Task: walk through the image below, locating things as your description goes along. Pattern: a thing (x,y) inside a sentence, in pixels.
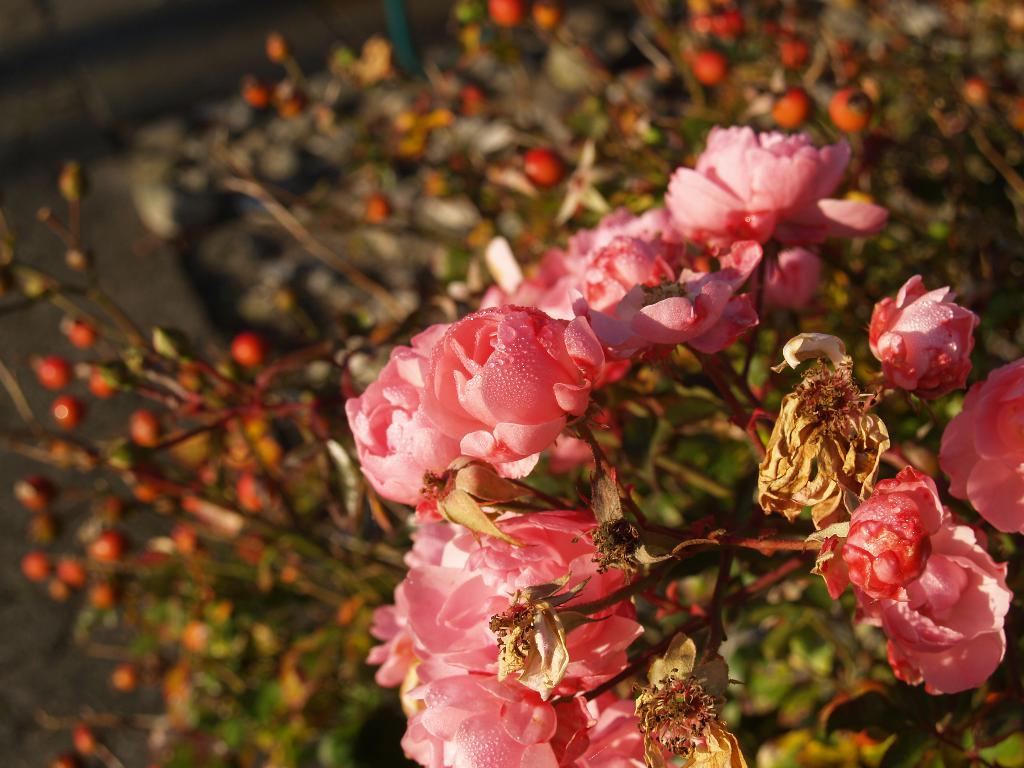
In the picture I can see some flowers (505,556) which are in pink color and in the background (417,145) there are some leaves (186,452) and flowers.
